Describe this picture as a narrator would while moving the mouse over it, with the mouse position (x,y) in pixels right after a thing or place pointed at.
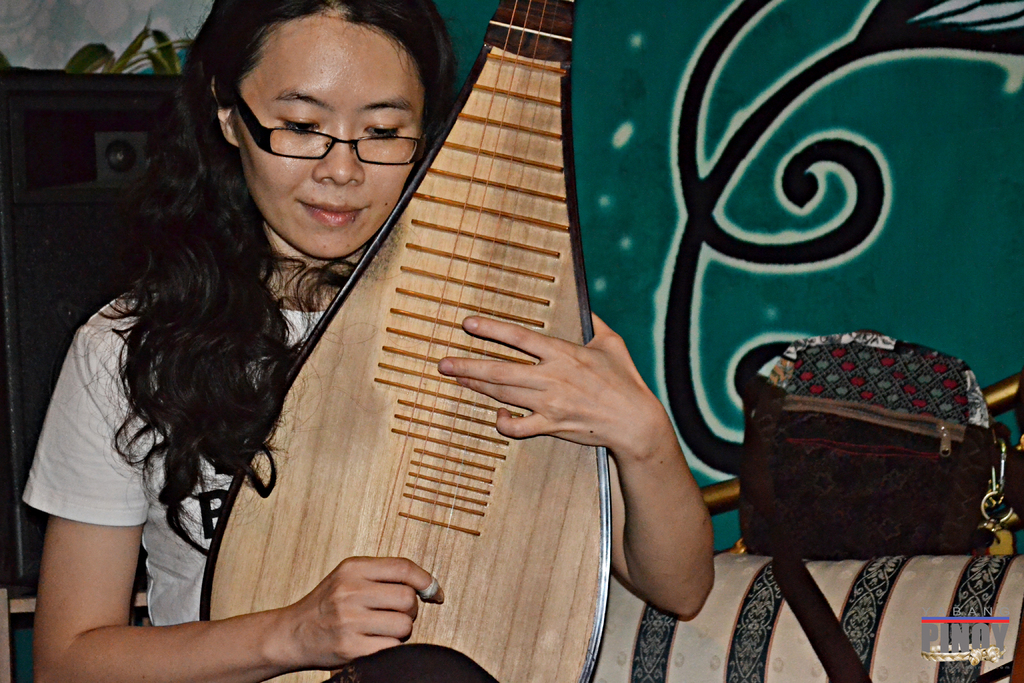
In this image i can see a woman (329,96) holding a pipa (424,364) at the background (759,125) i can see a wall (670,125).
